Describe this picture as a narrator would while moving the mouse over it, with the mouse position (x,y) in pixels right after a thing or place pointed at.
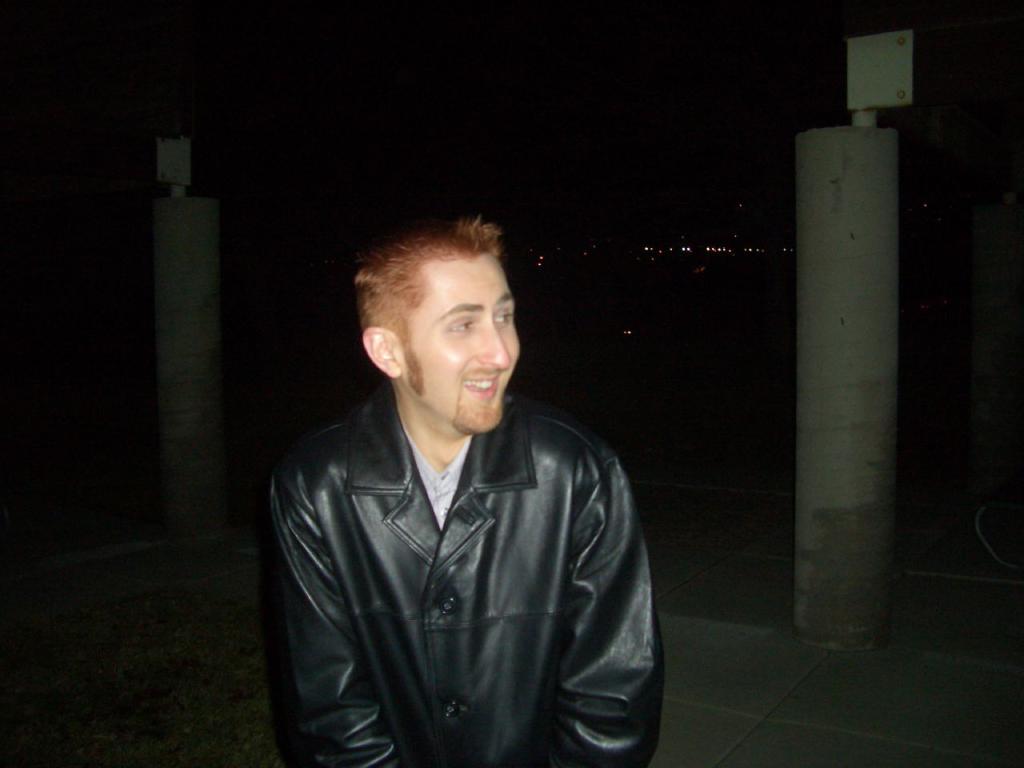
In this picture we can see a man (423,378) smiling and in the background (146,448) we can see pillars (187,282) and it is dark.
